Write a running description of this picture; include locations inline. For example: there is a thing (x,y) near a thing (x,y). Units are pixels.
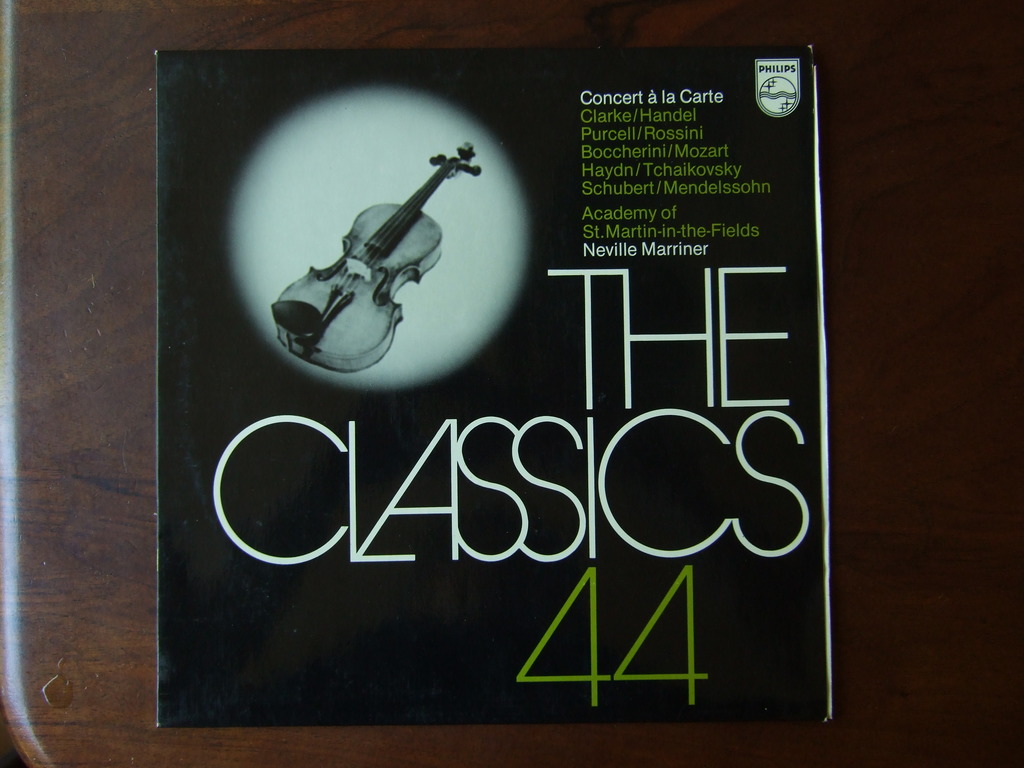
In this picture in the center (416,423) there is an album cover (577,428) with some text (600,253) written on the album cover (602,331), which is on the table (78,567).
